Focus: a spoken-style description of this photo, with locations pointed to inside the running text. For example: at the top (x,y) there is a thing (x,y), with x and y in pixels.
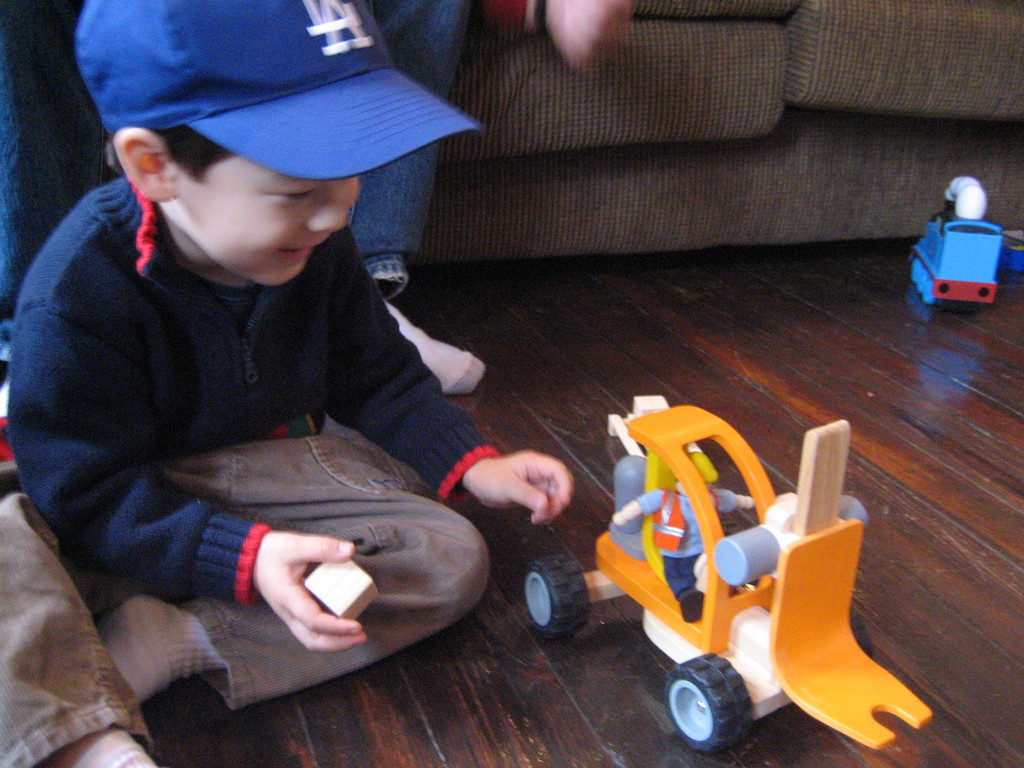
On the left side of this image (184,504) I can see a boy (159,456) wearing blue color t-shirt (162,357), cap (124,124) on the head (220,226), sitting on the floor (424,682), smiling and playing with toy (773,562) which is the yellow color. On the right side (946,267), I can see another toy (978,282). At the back of this boy (275,276) there is a person (417,152) is sitting on a couch (516,119).
